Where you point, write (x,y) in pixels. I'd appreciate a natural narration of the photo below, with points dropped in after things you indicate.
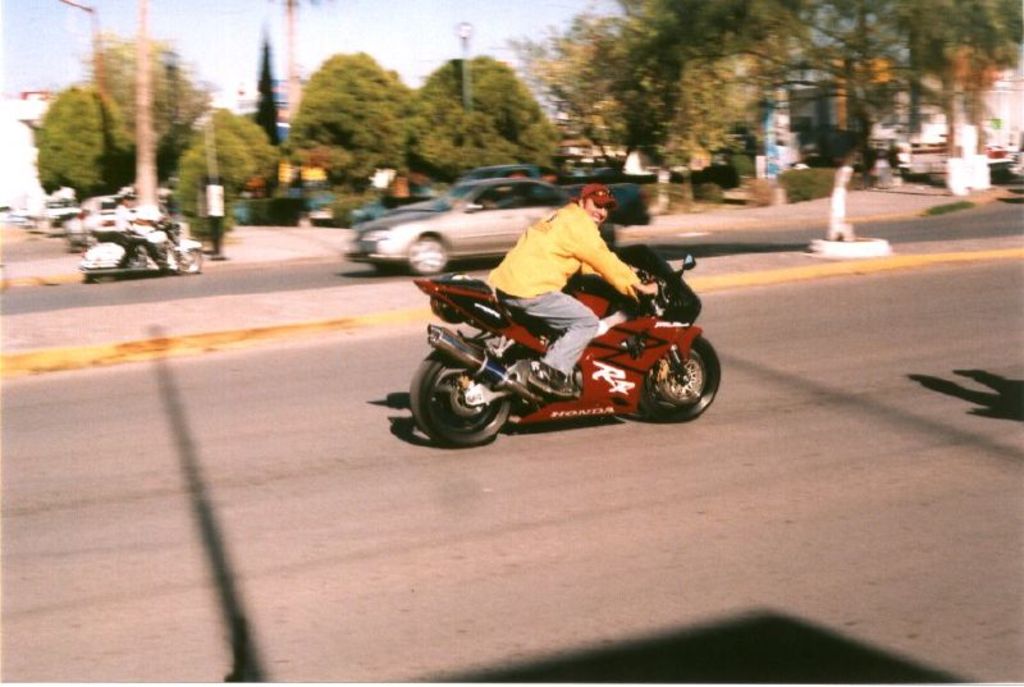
In the image there is a man (567,311) riding on bike (577,399), this is clicked on a road (581,441) and in the background (481,227) there are trees (864,62) cars (440,231).
